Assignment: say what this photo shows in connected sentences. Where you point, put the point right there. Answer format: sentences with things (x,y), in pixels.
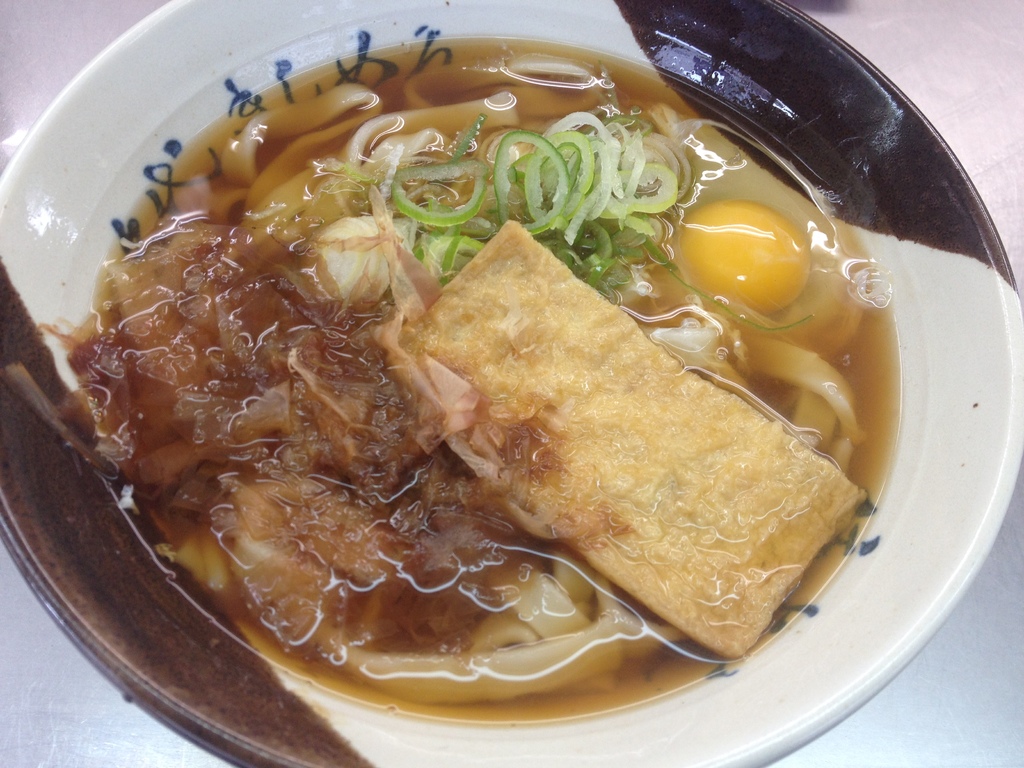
In this image I can see different types of food (400,295) in this plate (173,83). I can see colour of this plate (295,57) is white and little bit brown.
